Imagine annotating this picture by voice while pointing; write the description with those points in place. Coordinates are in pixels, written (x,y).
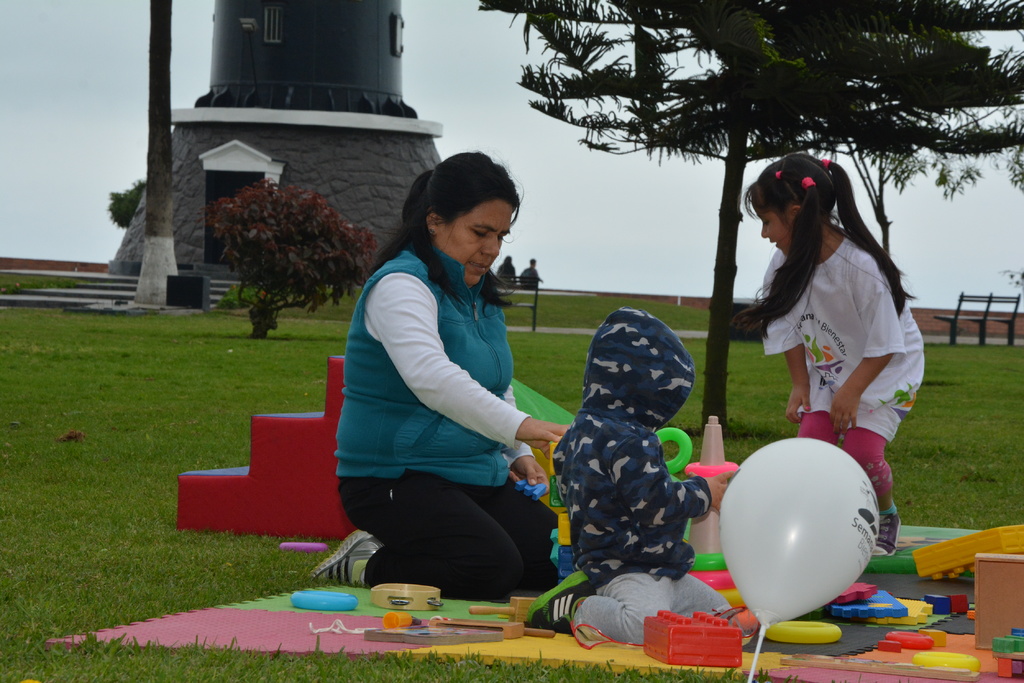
In this image I can see a woman (402,424) wearing blue, white and black colored dress (395,430) is sitting on the ground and I can see two children (647,475) and a balloon (790,519). I can see a mat (272,621) on the ground (257,660) and on it I can see few toys (1007,604). In the background (223,235) I can see few trees (242,269), few benches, few stairs (98,274), two persons (512,272) sitting, a huge black colored object (345,3) and the sky (549,143).
